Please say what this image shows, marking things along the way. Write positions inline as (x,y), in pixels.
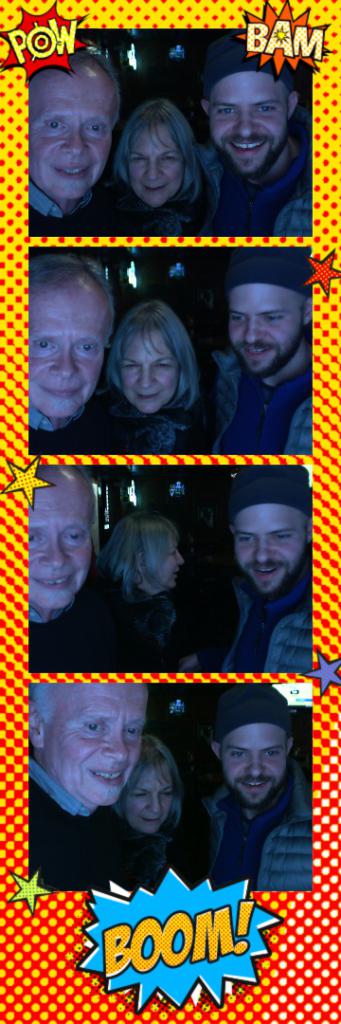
It is the collage of four images. In this images there are three persons (95,437). At the bottom (177,941) there is some text (175,939). In the background (31,925) it looks like an animated frame (340,432).
